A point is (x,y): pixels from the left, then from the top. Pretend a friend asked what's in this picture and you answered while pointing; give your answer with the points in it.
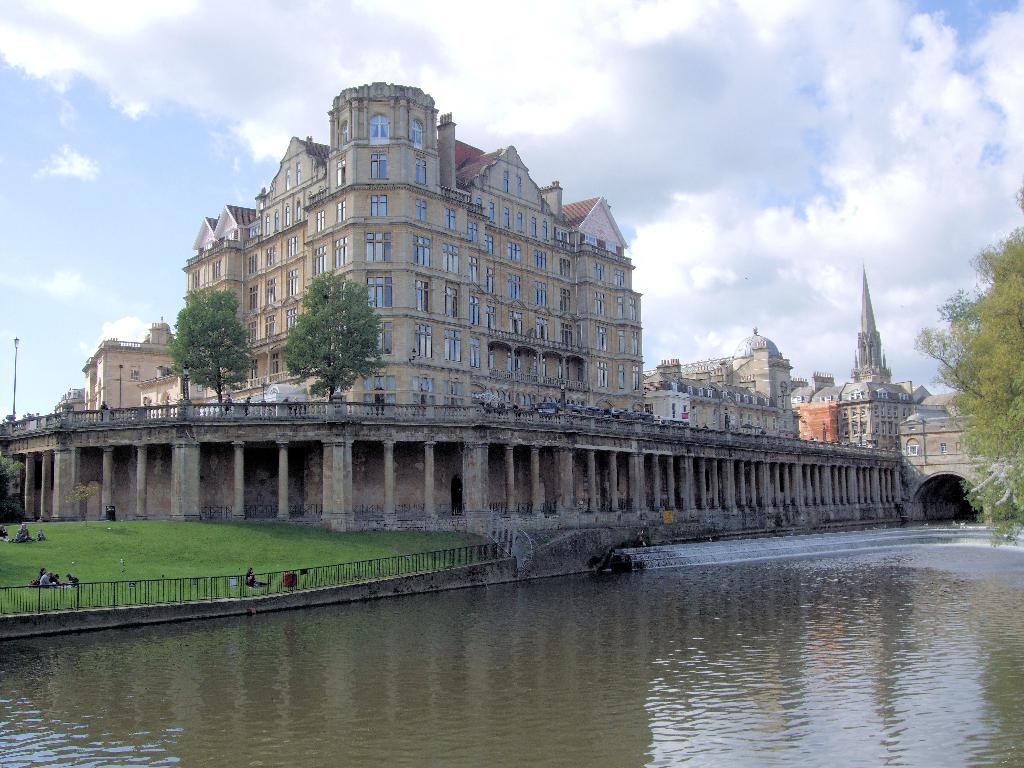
In this image we can see the buildings (852,415), in front of the buildings (890,415) we can see the water (954,546) and trees (983,377). And left side (46,569), we can see there are people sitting on the grass (264,544) and we can see the wall (370,584) with fence (35,599) and light pole (17,356). In the background (110,139), we can see the sky (173,105).
